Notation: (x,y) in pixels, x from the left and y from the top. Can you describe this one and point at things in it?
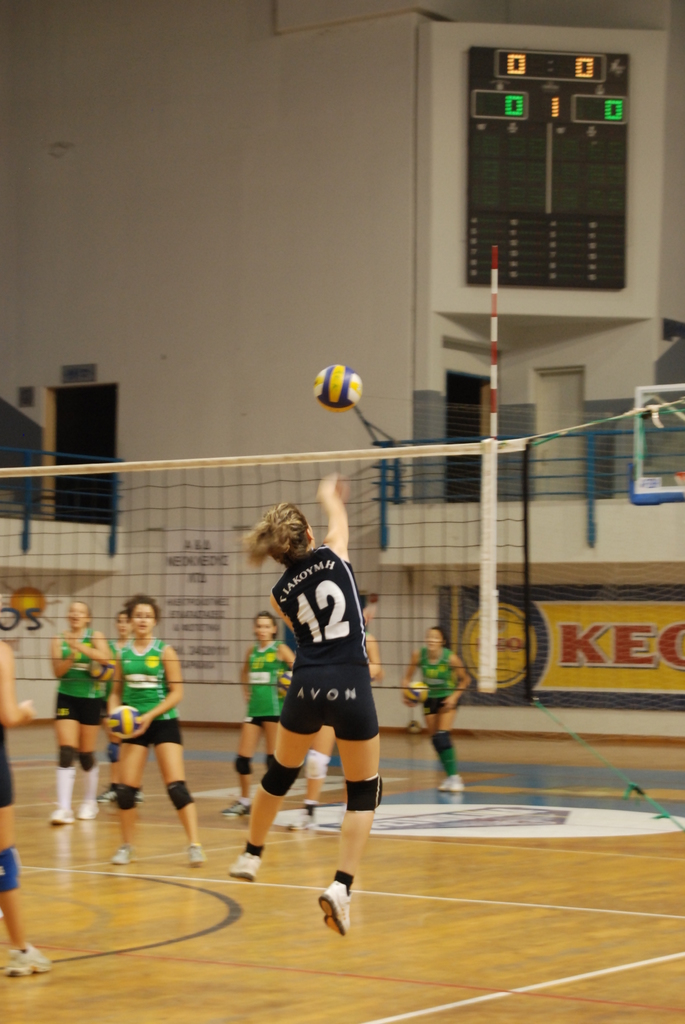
In this image we can see some group of persons (317,708) who are playing volleyball wearing two different colors of dress (306,707) one is green and black and at the background of the image (239,299) there is wall (225,10), door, window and at the top of the image (535,188) there is scoreboard (528,267).
